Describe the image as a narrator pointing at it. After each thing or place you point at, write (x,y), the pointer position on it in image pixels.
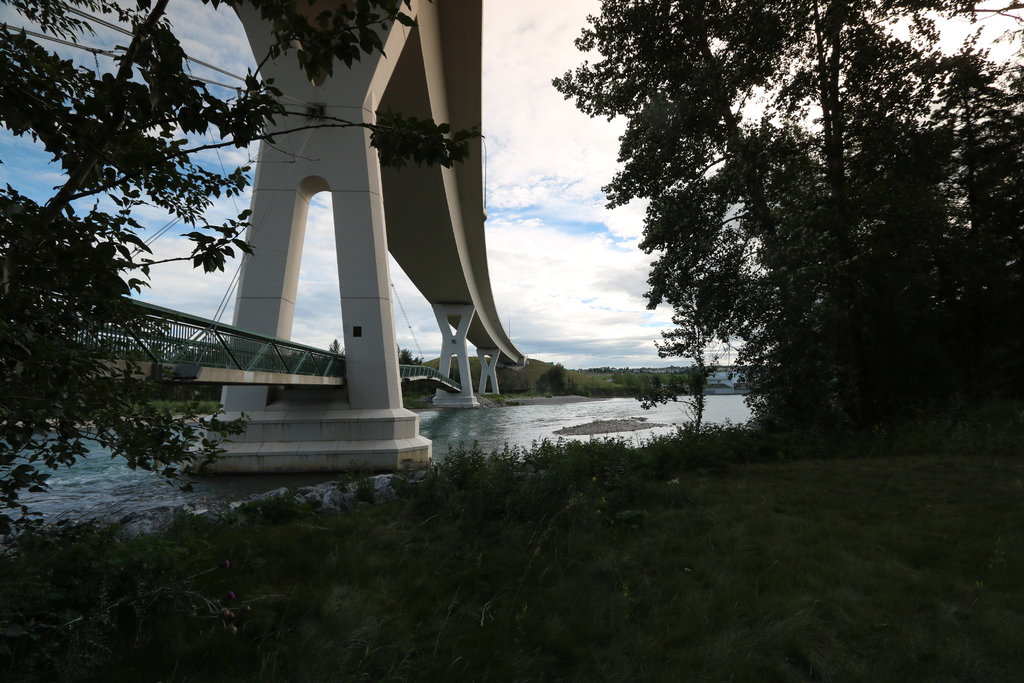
In this image, on the right side (863,202), we can see some trees (841,131) and plants (471,488). On the left side (98,406), we can see some trees (90,300), plants (481,476), bridge (290,373), pillars (463,345), rope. In the background (177,395), we can see some trees (557,390), plants (659,381). At the top (535,45), we can see a sky (532,60) which is a bit cloudy, at the bottom (850,515), we can see water (542,426) in a lake (534,406) and a grass (792,579).
